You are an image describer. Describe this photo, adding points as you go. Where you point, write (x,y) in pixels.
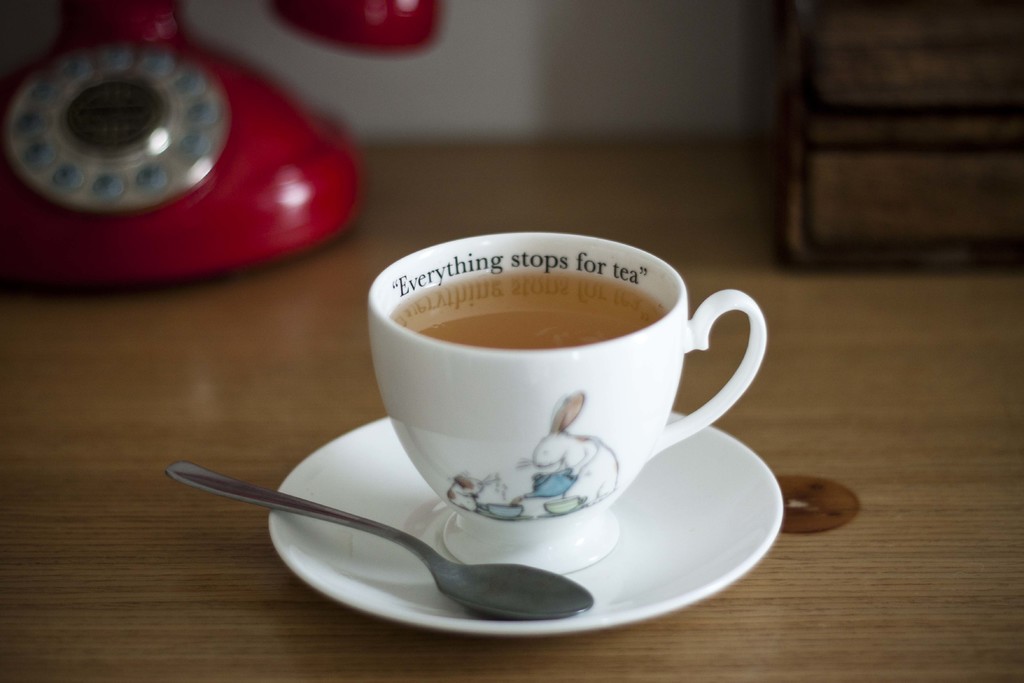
In this image there is a telephone (171,93) and beside that there is a cup (527,533) with tea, saucer (633,498) and spoon (396,541).
